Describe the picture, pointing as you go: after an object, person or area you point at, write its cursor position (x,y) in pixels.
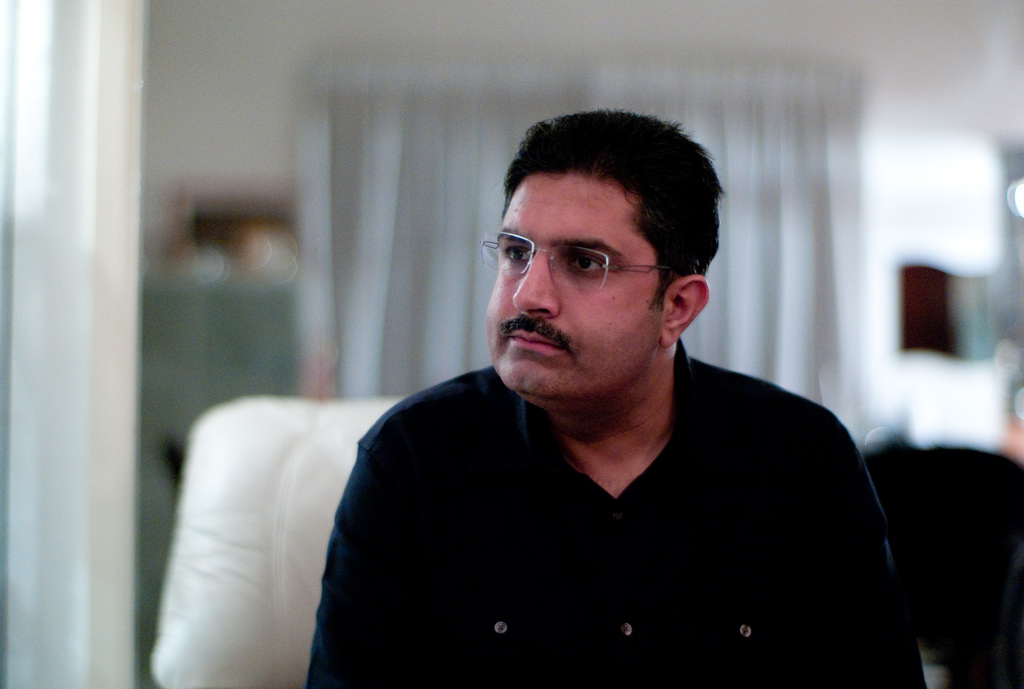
In this picture there is a man (637,400) in the center of the image (624,400) on a sofa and there are curtains (384,163) in the background area of the image (328,232), the background (225,234) area of the image is blur.
